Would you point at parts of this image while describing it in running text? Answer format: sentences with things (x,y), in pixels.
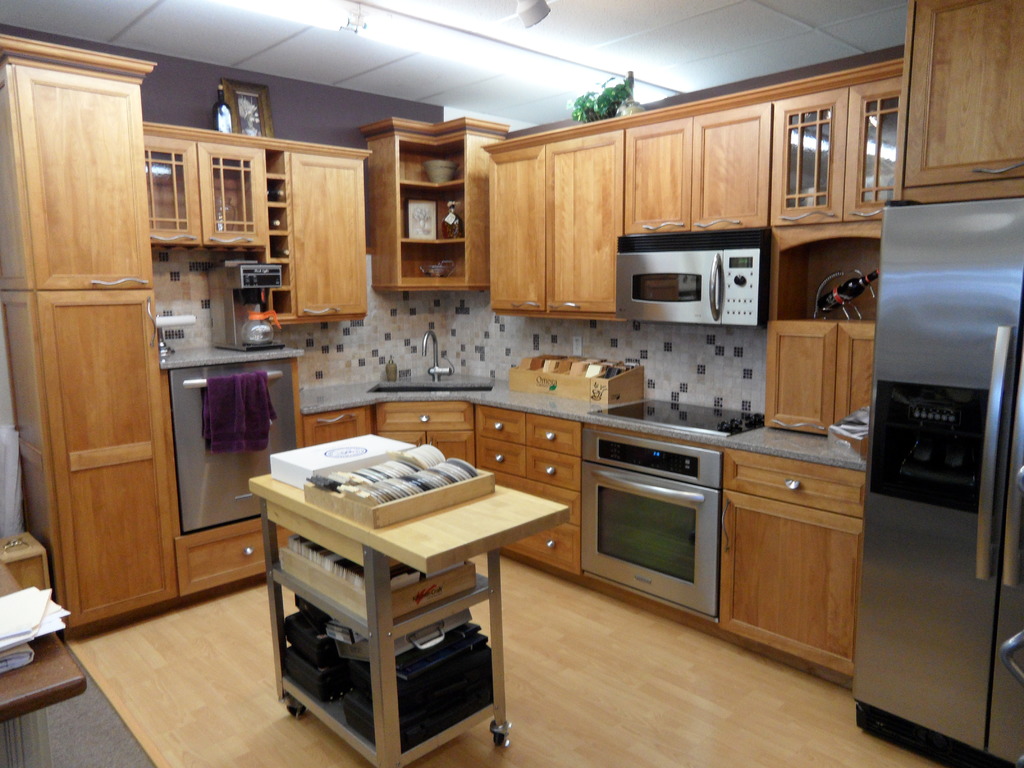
In this image we can see a table (493,517), trays (412,594), plates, boxes (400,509), oven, stove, towel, refrigerator (994,695), cupboards (159,198), wash basin (433,387), tap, bottles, kettle (269,312), plant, and frames (425,227). At the top of the image (444,63) we can see ceiling (733,41).
